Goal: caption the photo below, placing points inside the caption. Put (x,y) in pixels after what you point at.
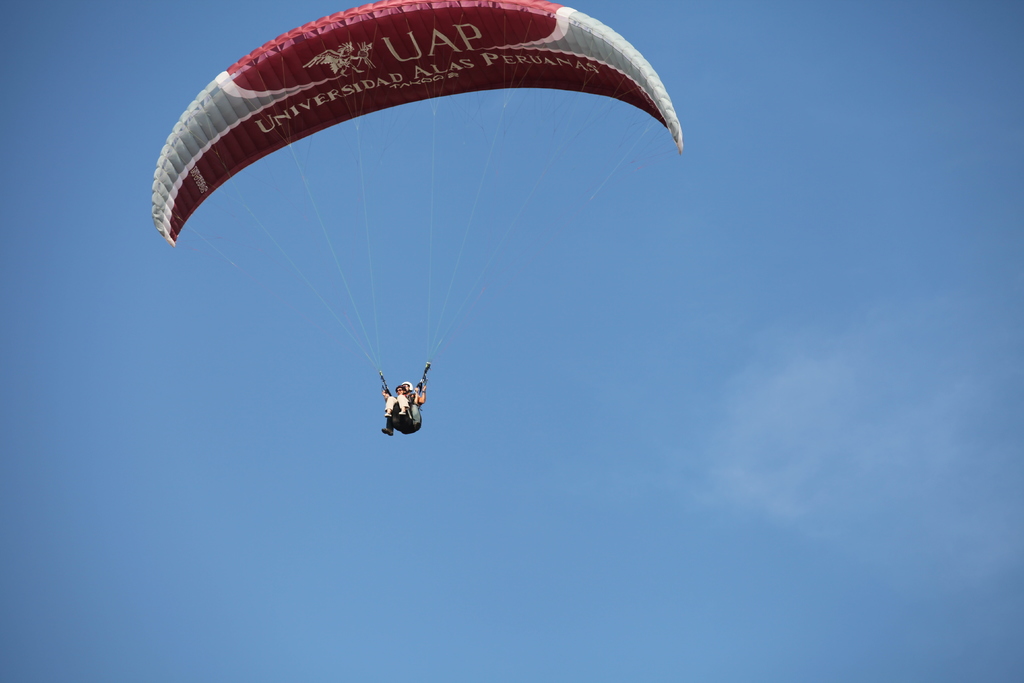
In this image I can see two persons (394,423), wires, the sky (508,229), a parachute (263,104) and here I can see something is written.
